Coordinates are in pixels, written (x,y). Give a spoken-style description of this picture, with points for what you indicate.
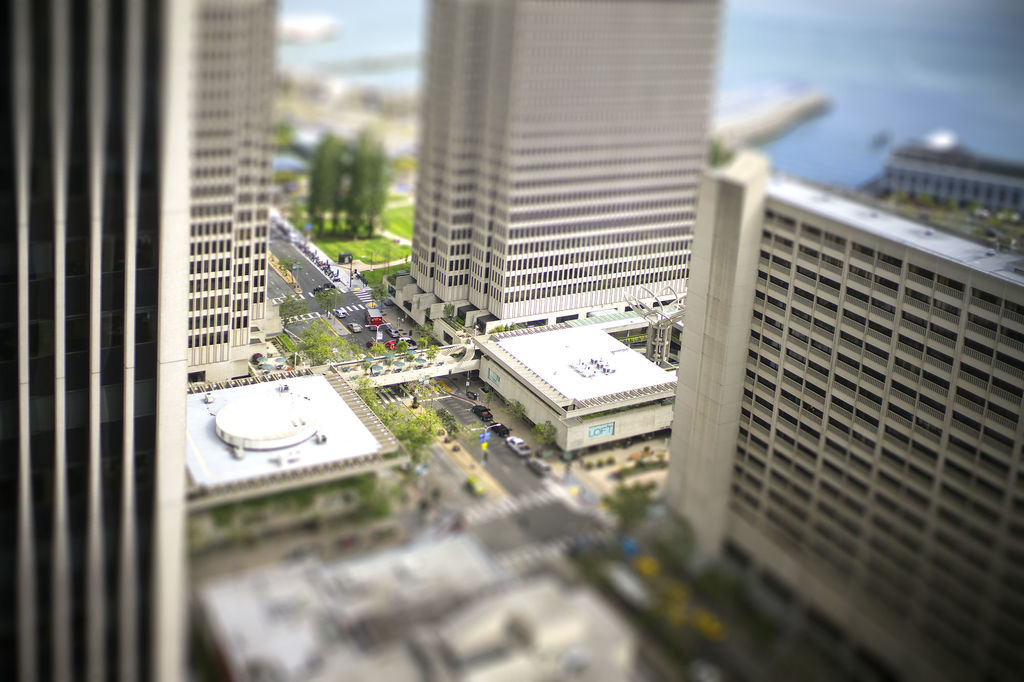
In the center of the image (431,346) we can see buildings (509,243), trees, vehicles (539,459) on the road (515,475), poles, one banner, one bridge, grass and a few other objects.
